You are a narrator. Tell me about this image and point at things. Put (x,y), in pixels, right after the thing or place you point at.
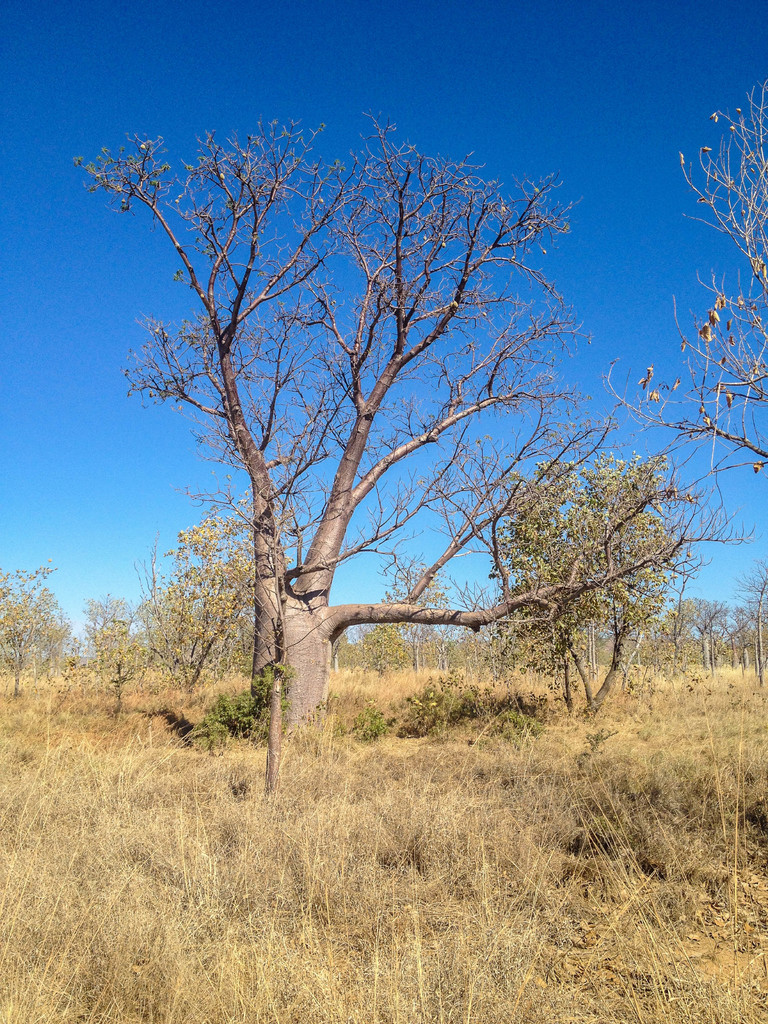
In this picture I can see there are trees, plants (216,740) and grass (258,750). The sky (312,50) is clear.
